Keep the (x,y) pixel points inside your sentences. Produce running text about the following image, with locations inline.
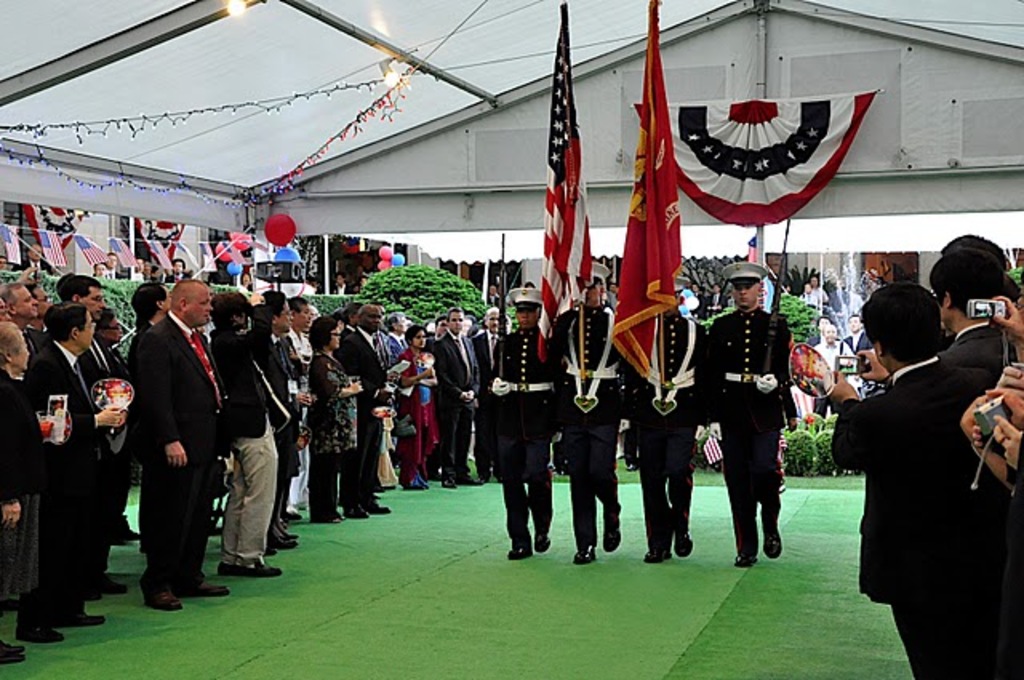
Here in this picture in the middle (519,403) we can see four men (593,360) march passing on the carpet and four of them are wearing uniforms (590,375) with caps (762,268) on them and the two persons (565,367) in the middle (623,371) are holding flags (622,330) in their hands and the other two persons (736,327) in the side are carrying guns (499,355) in their hands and beside them on either side we can see number of people (293,385) standing and watching them and some people (903,356) are capturing the moment with the camera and mobile phone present in their hands (852,392) and behind them also we can see number of people (837,308) standing and at the top (222,144) we can see a shed (206,41) present over there and we can also see lights (338,87) present and we can see plants (410,292) and trees (429,297) present on the ground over there and we can also see a fountain (856,296) present in the far over there.
